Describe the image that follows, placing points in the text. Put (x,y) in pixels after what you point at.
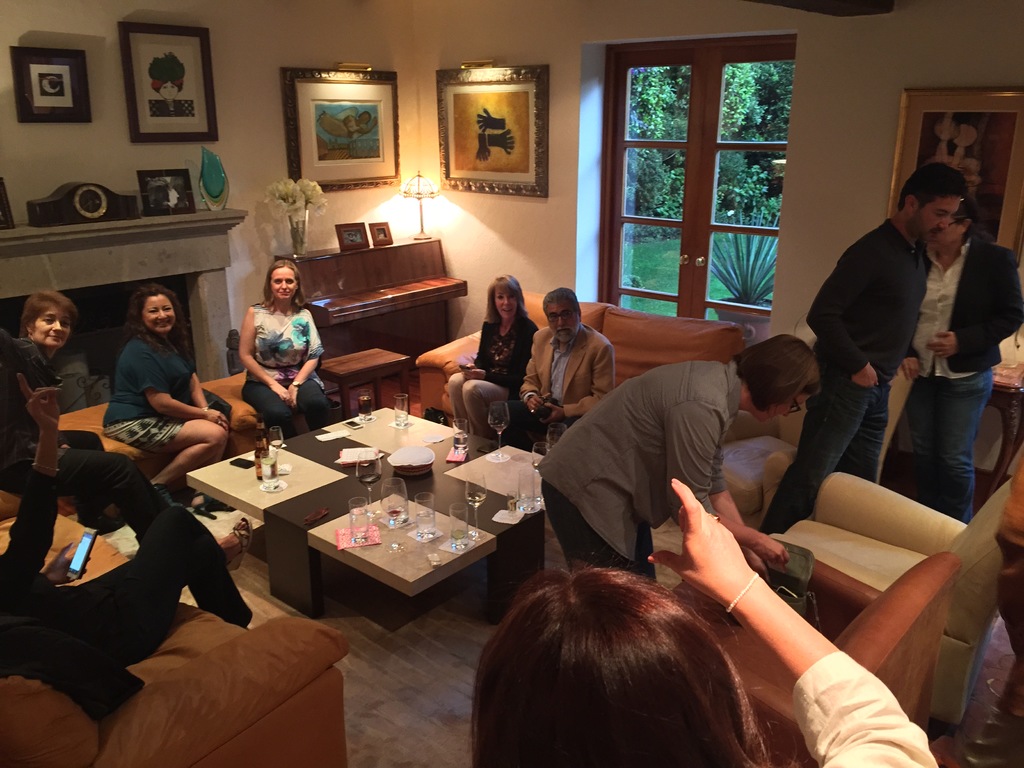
As we can see in the image there is a wall (578,138), window (724,167), trees (732,119), photo frames (170,104), few people (135,366) sitting on sofas (731,340) and there is a table (303,480). On table (320,481) there are glasses (378,476), bottles (258,465) and tissues (347,450).
